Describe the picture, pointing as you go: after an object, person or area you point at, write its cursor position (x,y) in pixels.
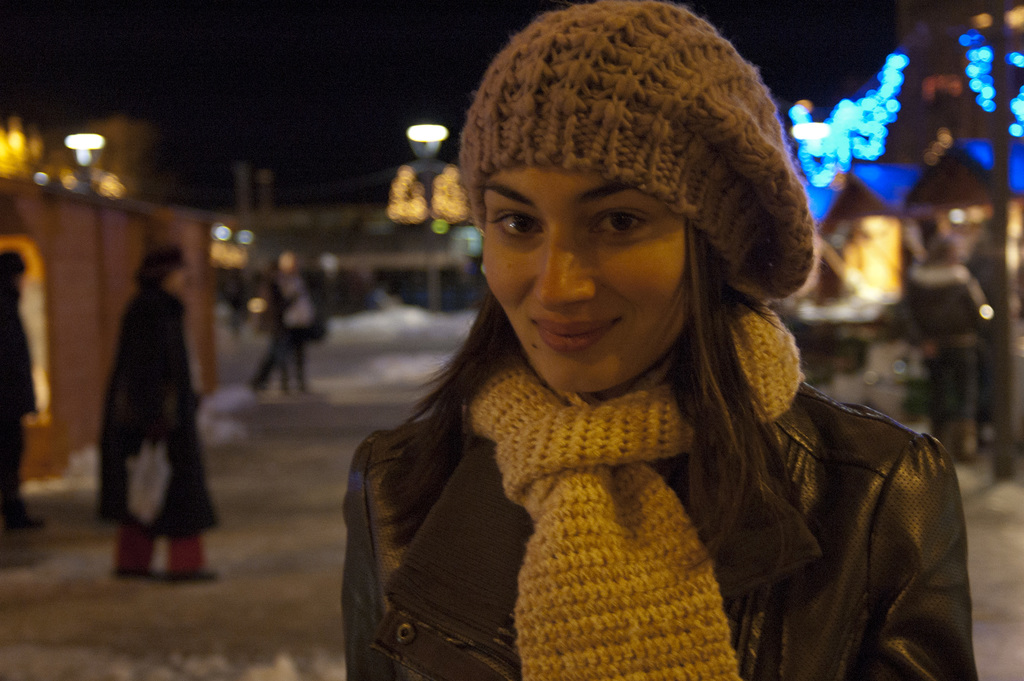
In this picture there is a woman (703,309) standing and smiling. At the back (6,449) there are group of people (123,457) and there are buildings (915,213) and there are lights (443,200) on the buildings (284,221). At the top (267,81) there is sky (370,89). At the bottom (336,534) there is snow (241,370).
